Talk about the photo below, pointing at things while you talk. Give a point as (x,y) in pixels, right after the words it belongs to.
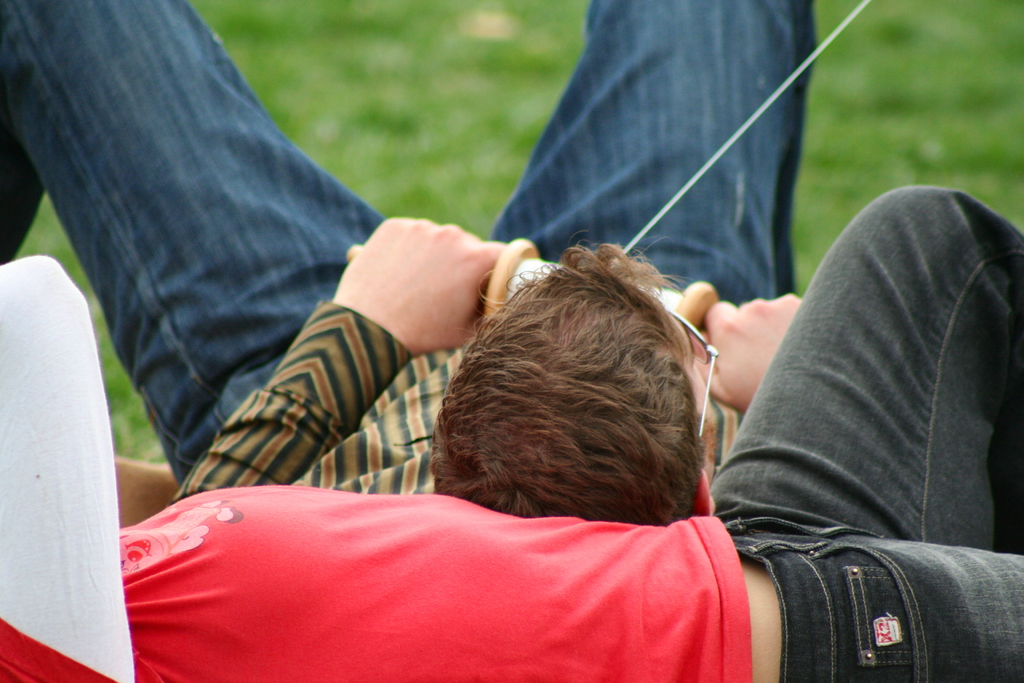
In this picture there are two people (558,415) lying. In the center of the picture (529,358) the person (597,305) is holding a wooden object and there is thread (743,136) to it. At the top (363,80) there is grass (848,93).
